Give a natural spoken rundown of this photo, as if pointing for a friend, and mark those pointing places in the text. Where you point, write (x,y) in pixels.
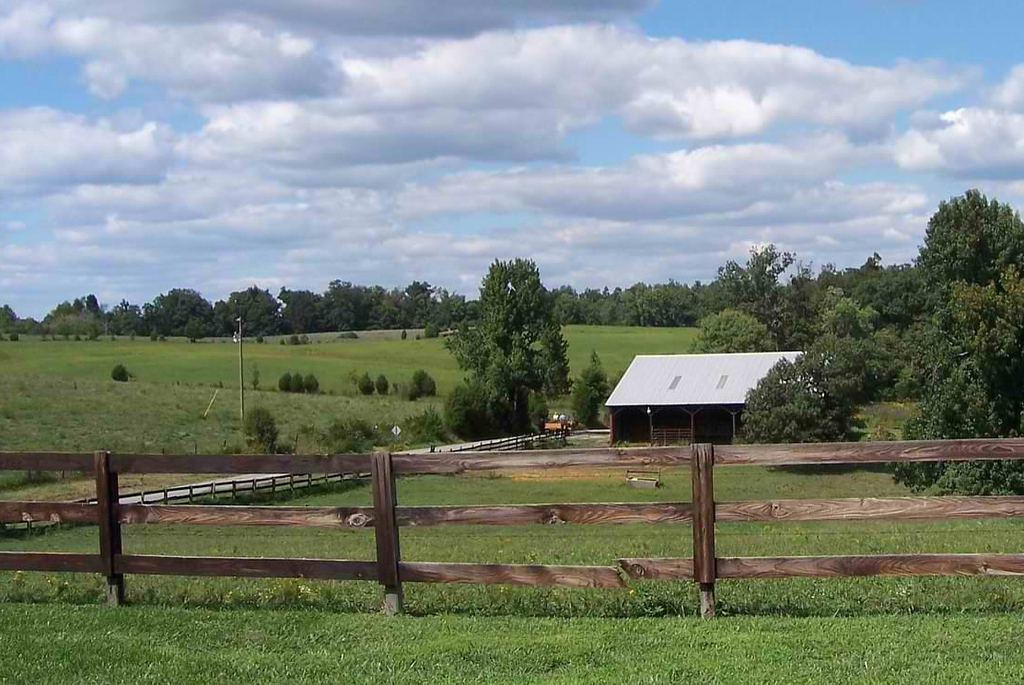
In this image we can see a wooden fence (681,450), house (735,396), trees (788,343), plants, grass (568,535) and in the background (315,120) we can see the sky (319,136).
